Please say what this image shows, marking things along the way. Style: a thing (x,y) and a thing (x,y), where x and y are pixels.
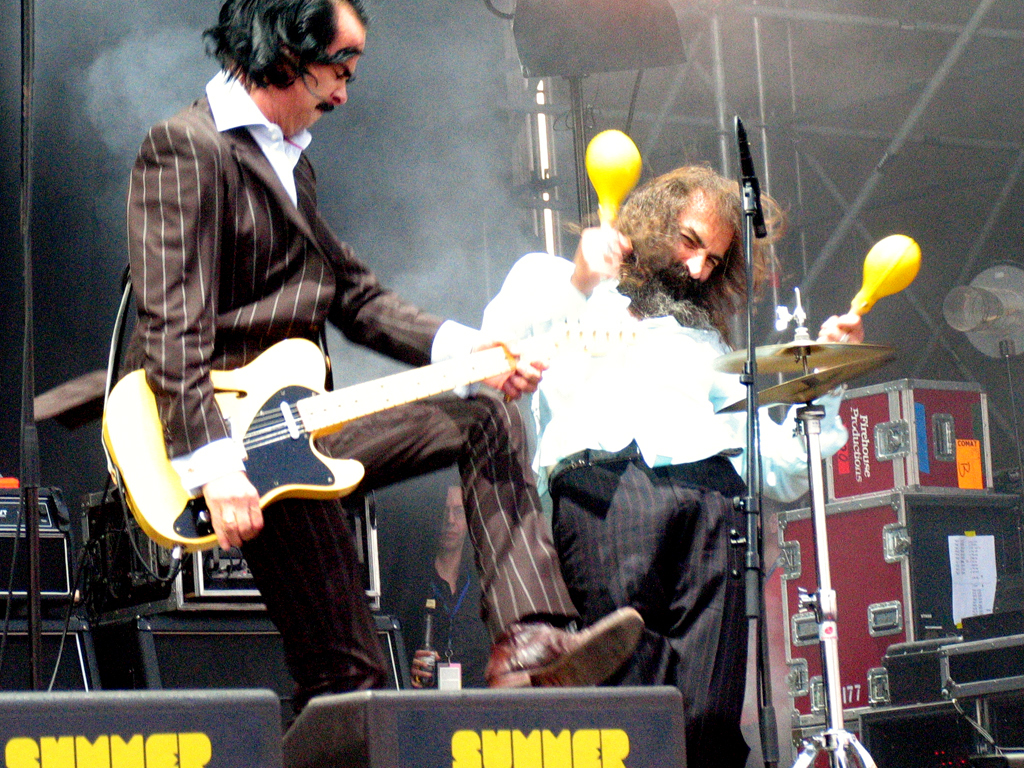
In this image I can see two men (153,356) are standing where one is holding a guitar (306,345) in his hand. I can also see a mic (753,178) over here.
